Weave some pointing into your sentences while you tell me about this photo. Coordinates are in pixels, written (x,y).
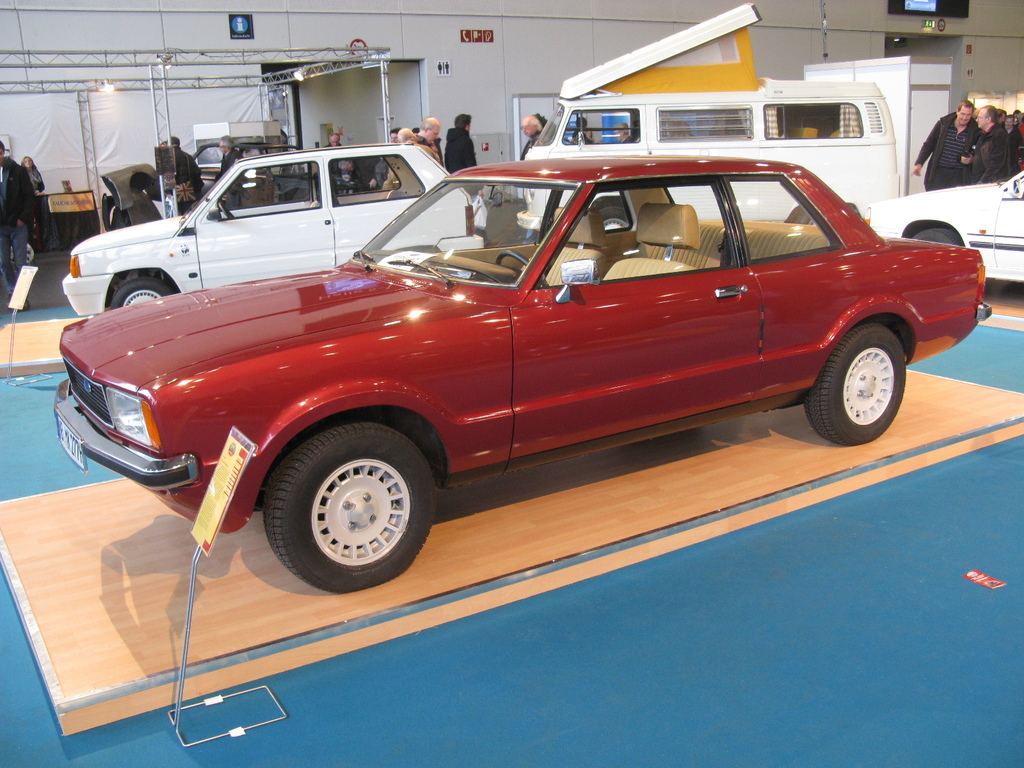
In this image I can see number of vehicles (153,398) and number of people (1000,129). In the background (394,71) I can see a white wall (332,91).
